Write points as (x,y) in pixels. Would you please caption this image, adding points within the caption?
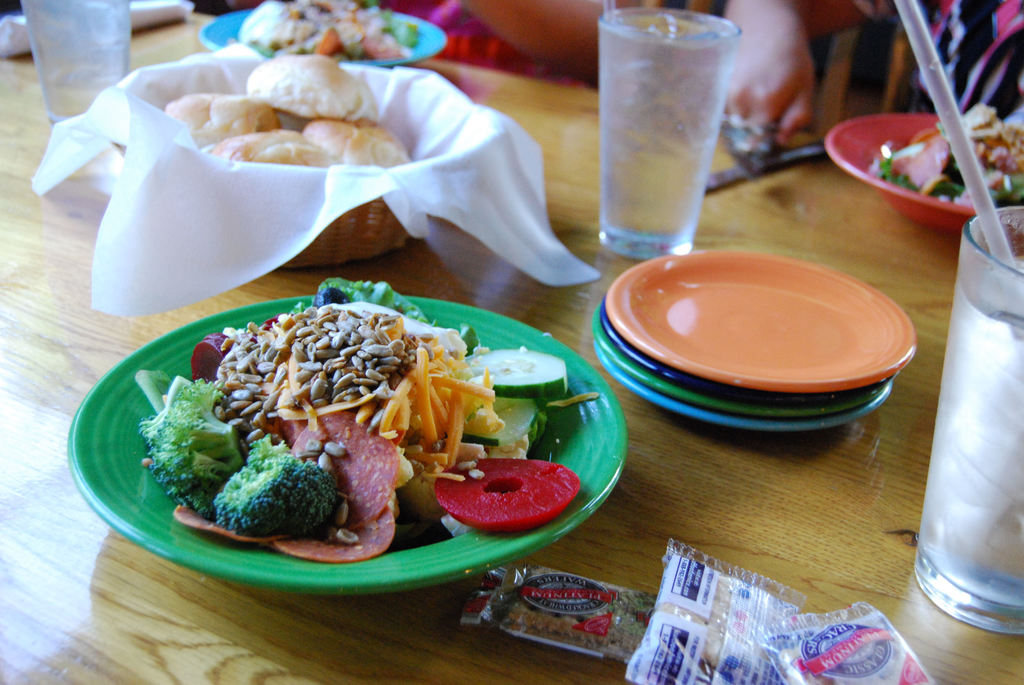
In this image I can see the plates (212,480) and bowls (355,418) with food (432,509). I can see the food (295,85) is colorful. To the side I can see few more plates (690,317), glasses (977,432) and some packets (655,641). These are on the brown color surface (211,622). In the background (497,4) I can see two people (516,37) with different color dresses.
